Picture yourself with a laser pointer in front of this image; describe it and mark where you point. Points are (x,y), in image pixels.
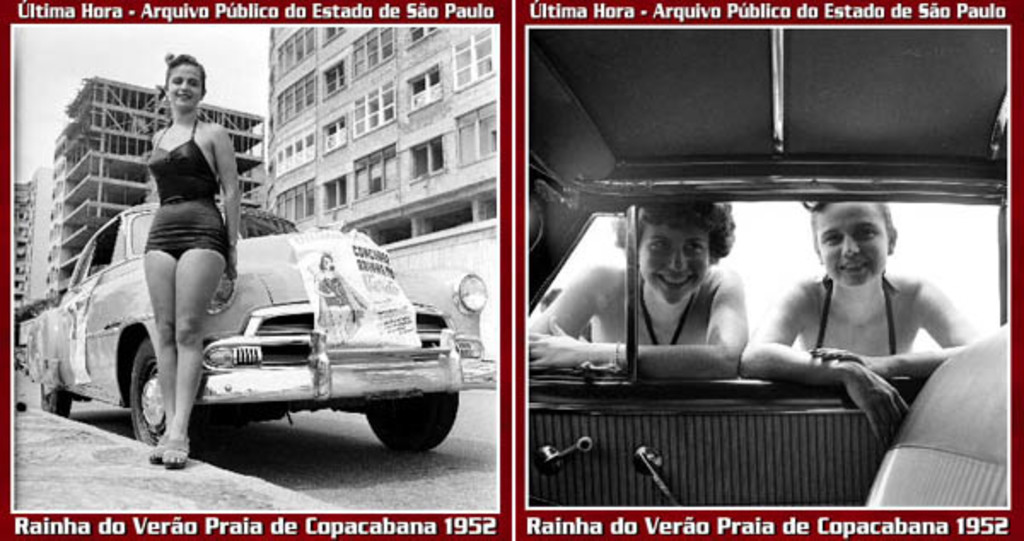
In this image I can see a collage of 2 images. In the left (213,248) image a woman (220,263) is standing in front of a car (151,417) and there are buildings (329,173) at the back (233,119). In the right (868,263) image 2 people (851,372) are standing outside the car (869,92) and resting through its window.
